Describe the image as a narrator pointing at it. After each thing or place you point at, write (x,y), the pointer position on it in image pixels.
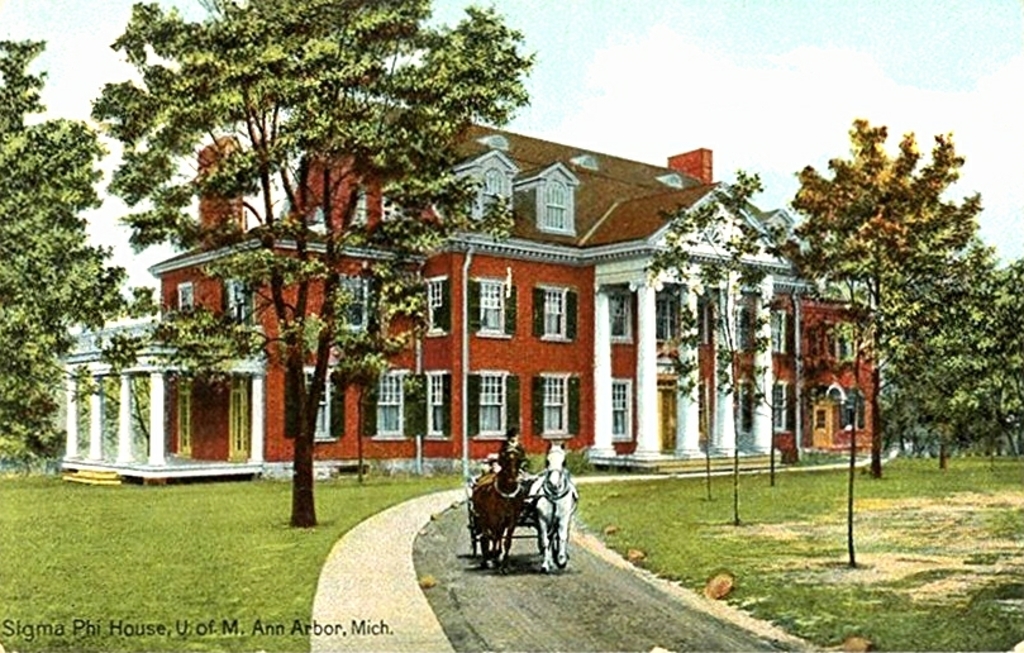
In this picture we can see a person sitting on the horse cart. In this picture we can see a house (540,316) surrounded by trees (198,345) and grass ground (178,527).
